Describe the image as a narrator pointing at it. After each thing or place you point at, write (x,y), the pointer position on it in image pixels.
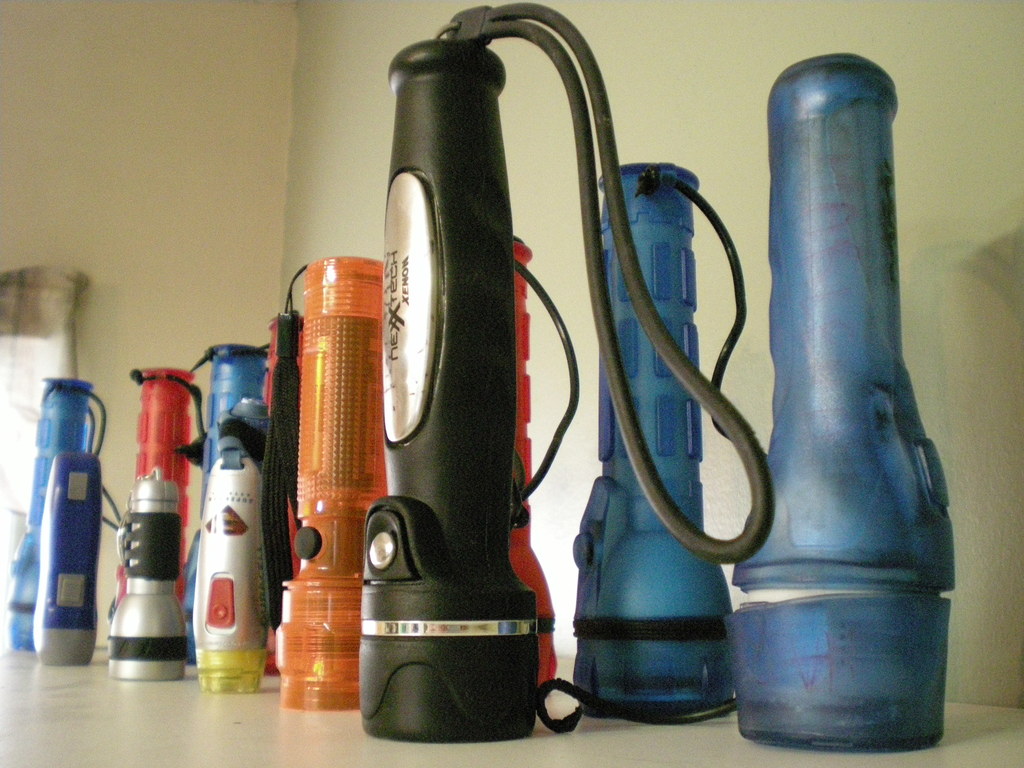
In this image I can see some torch lights (419,389) which are in different colors, are placed on the floor (140,733). In the background (272,150), I can see the wall (216,127).
